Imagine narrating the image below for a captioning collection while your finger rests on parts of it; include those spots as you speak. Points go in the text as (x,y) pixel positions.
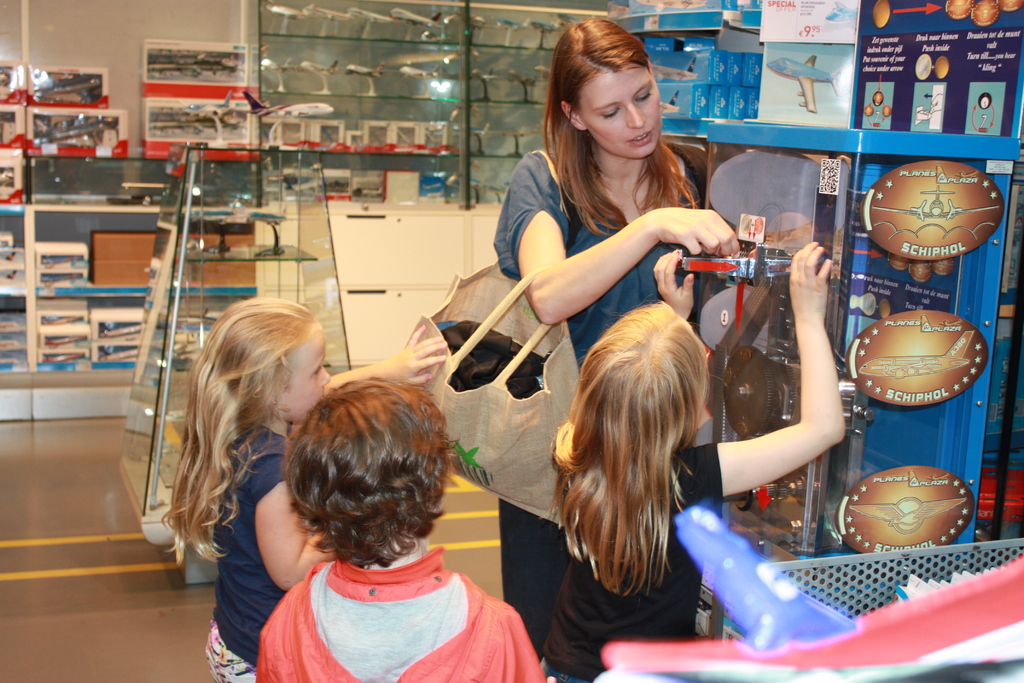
In this picture there is a woman (648,254) and a kid (679,410) holding an object (724,265) in front of them and there are two other kids (374,450) behind them and there are few toys (312,111) in the background (305,104).
